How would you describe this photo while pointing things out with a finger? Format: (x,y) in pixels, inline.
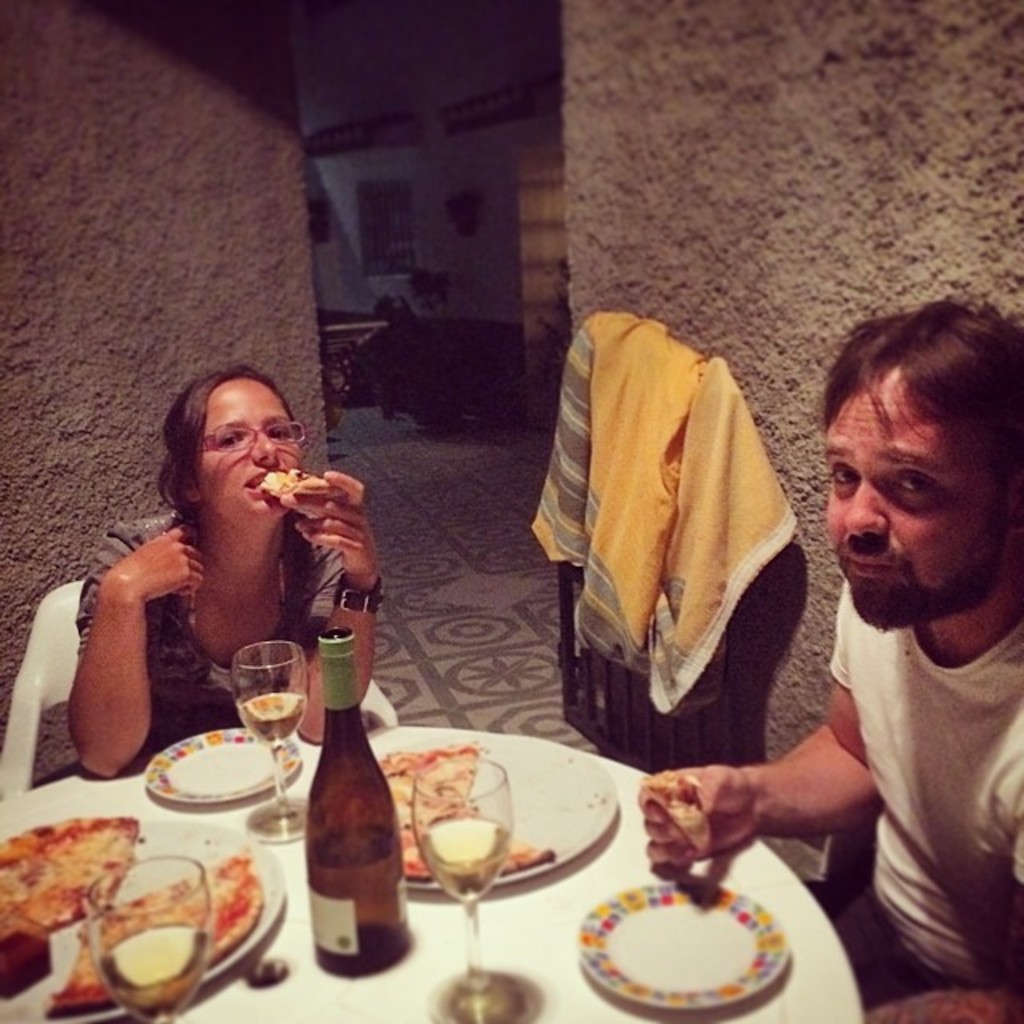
In this picture we can see a woman (215,617) sitting on a chair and eating pizza (306,473) and giving a pose to the camera. On the right side (983,836) there is a man (837,761) sitting and giving a pose to the camera. Behind we can see the yellow cloth (669,417) and wall (721,209). In the front (340,821) bottom side there is a dining table (295,972) with pizza (233,940), wine bottle (383,856) and glasses (418,805).
